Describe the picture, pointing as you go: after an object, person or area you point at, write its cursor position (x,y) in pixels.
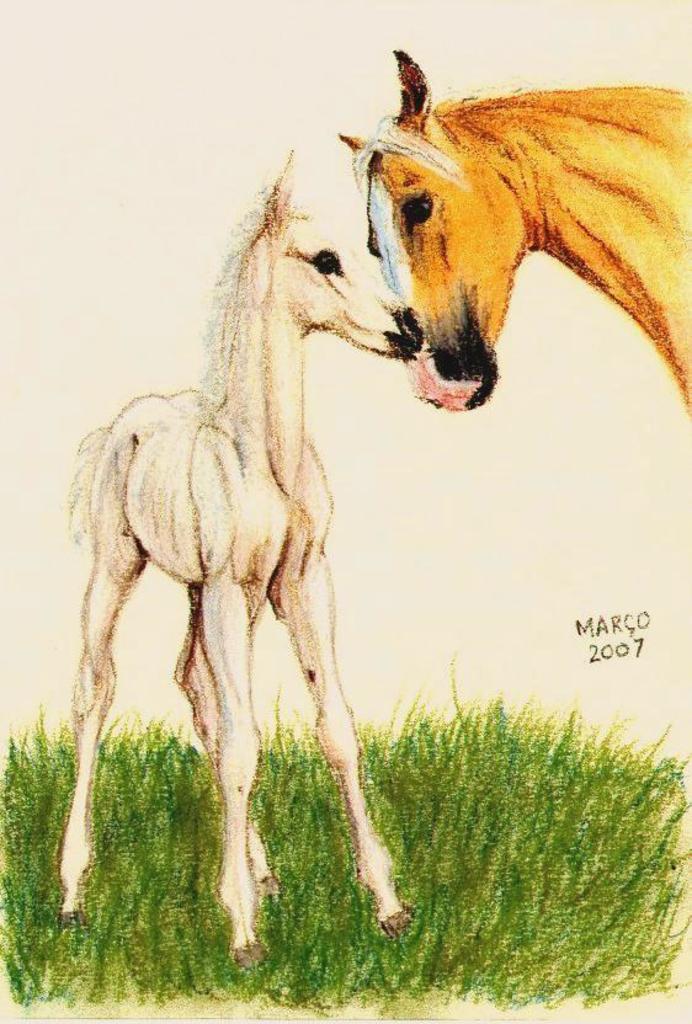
In this image we can see horse (401,206), pony (184,437) and grass (473,833).
